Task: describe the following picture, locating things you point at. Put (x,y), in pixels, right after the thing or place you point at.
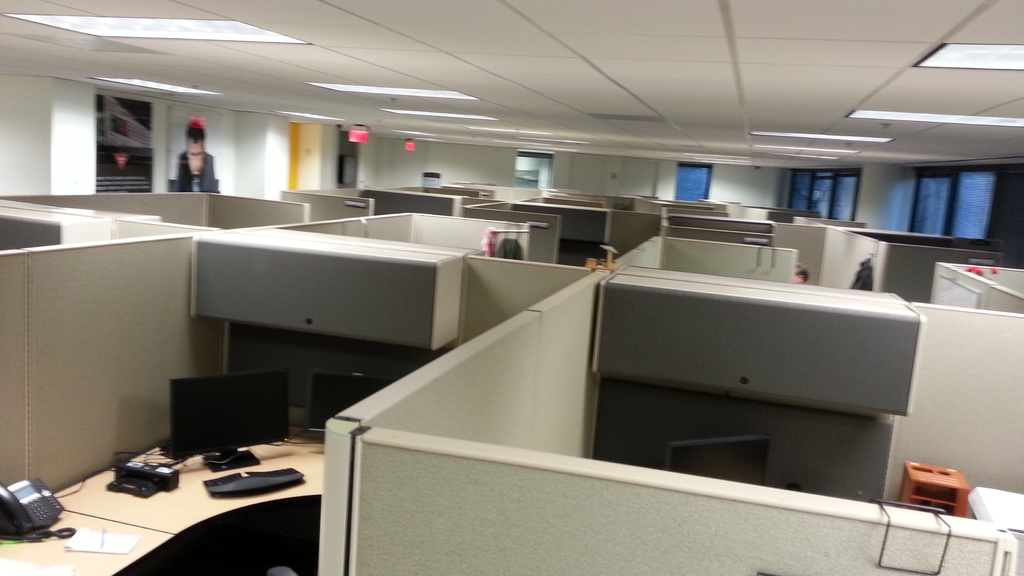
In this image we can see an inside view of a room (59,181). In which we can see a group of cabins (430,310), group of monitors (270,437) and telephone (10,502) are placed on the desk (300,460). In the background (1022,236), we can see group of windows (979,214), posters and lights (226,24).
